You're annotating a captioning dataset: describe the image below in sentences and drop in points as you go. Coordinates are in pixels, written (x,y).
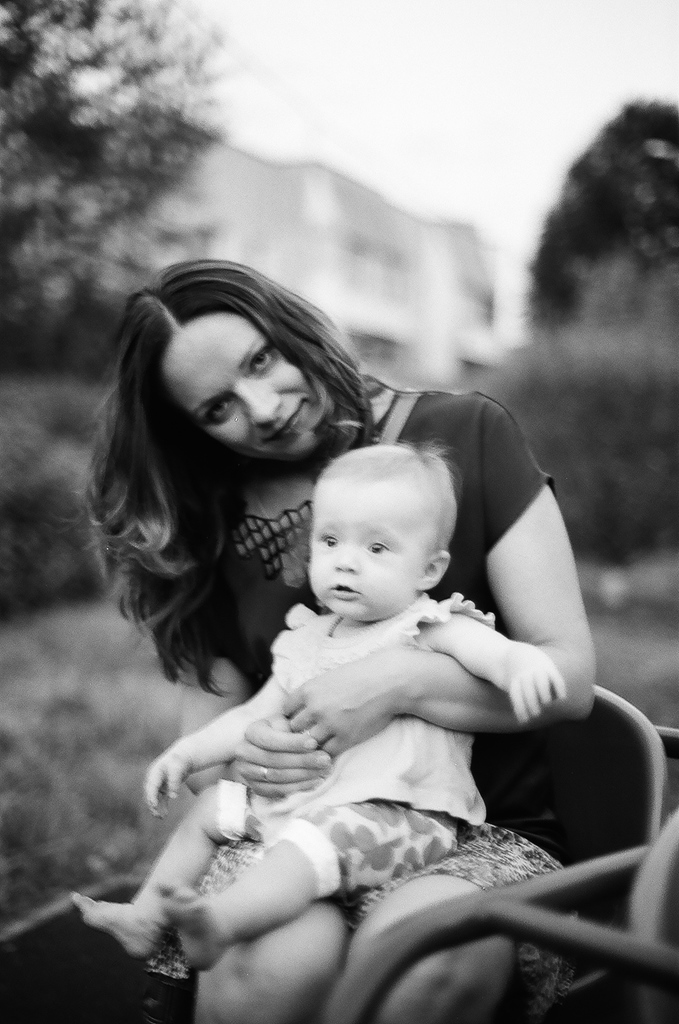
In this picture we can see a woman (294,492), she is smiling and she is seated on the chair (572,812), in front of her we can see a baby (353,620), in the background (444,323) we can see few trees (623,356) and a building (438,303), and it is a black and white photography.
